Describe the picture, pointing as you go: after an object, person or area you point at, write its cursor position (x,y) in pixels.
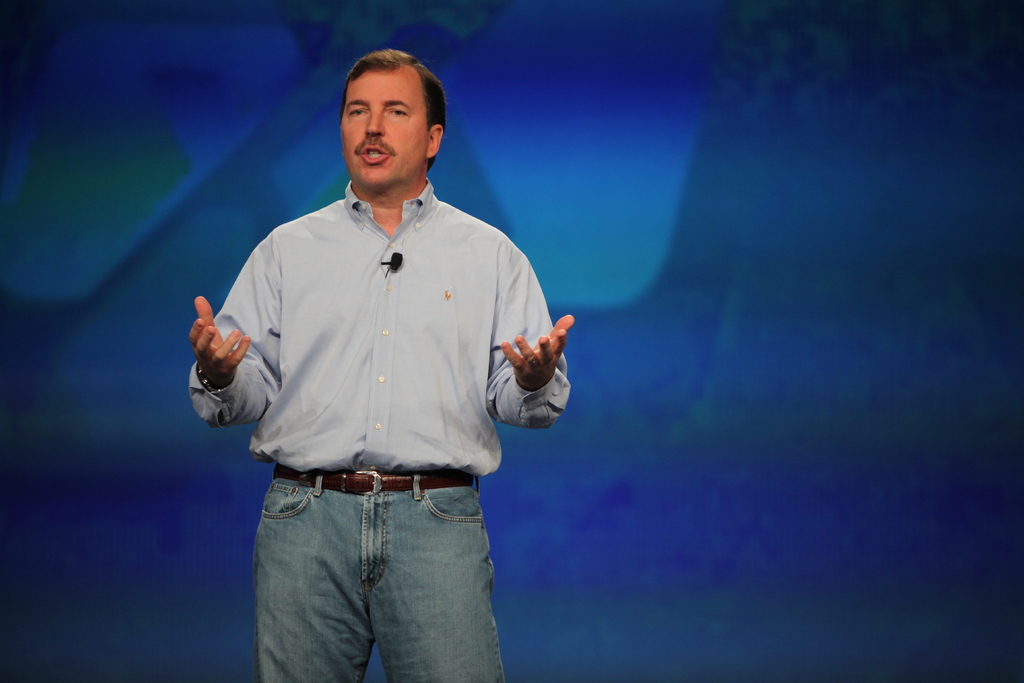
In this picture, we see a man (411,350) in the grey shirt (429,308) and blue jeans (278,571) is standing. I think he is trying to talk something. In the background (219,250), it is blue in color.
